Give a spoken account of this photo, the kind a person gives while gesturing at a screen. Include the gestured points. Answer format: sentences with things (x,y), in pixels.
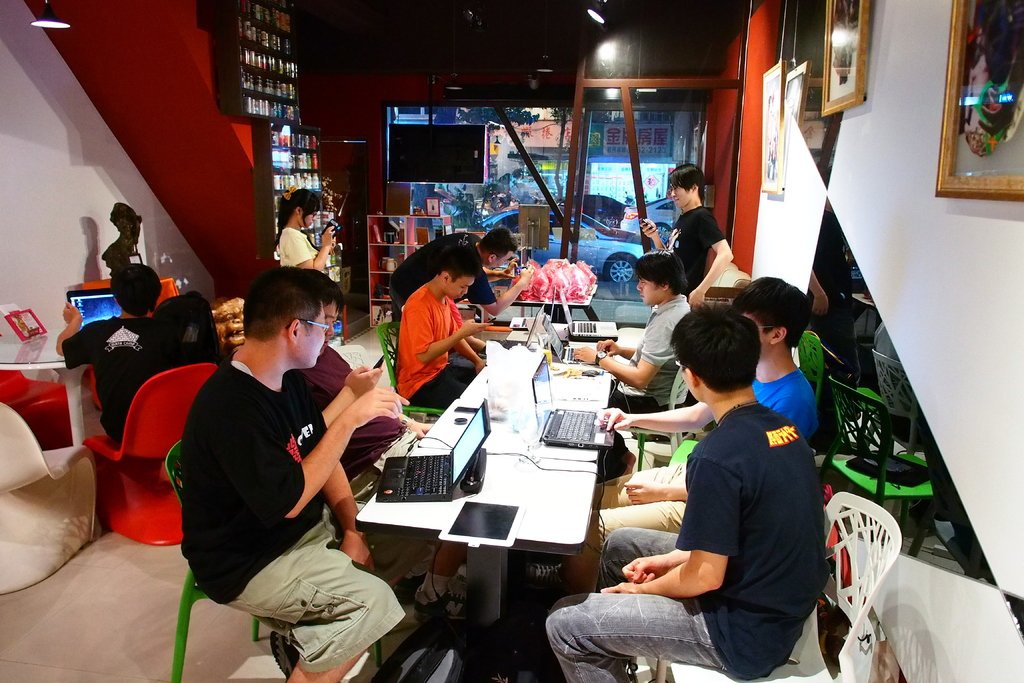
In this picture we can see some persons (711,421) are sitting on the chairs (812,661). This is table (546,510). On the table (506,431) there are some laptops (562,344). This is the floor (93,640). On the background (585,201) we can see a glass (592,186). These are the vehicles (626,220). And this is the rack (301,176). Here we can see lights (52,18) and there is a wall (34,180).
